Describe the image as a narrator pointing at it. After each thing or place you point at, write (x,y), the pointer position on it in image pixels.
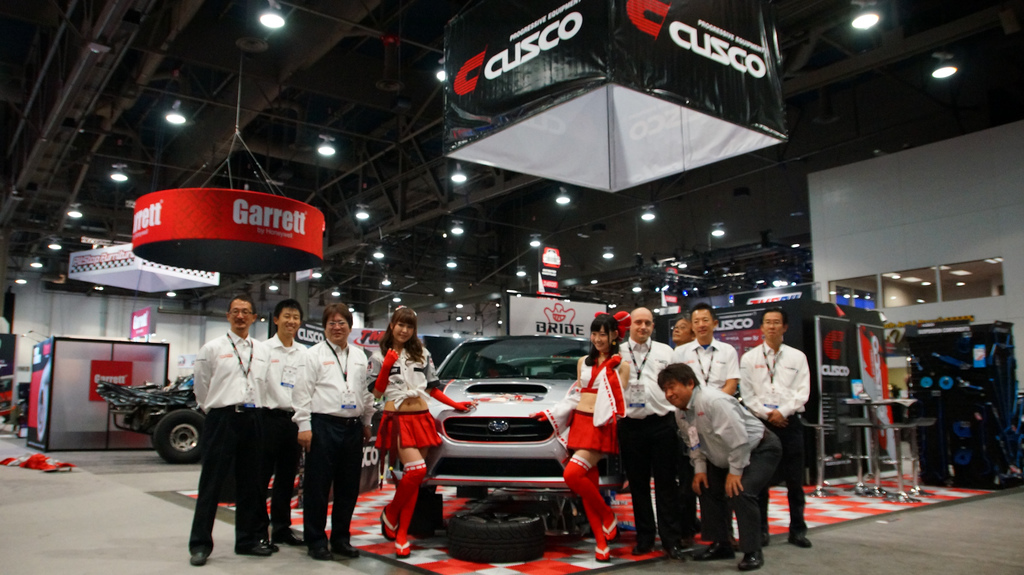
In this picture we can see the beams (373,0), lights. In this picture we can see boards (634,71) with some information (91,270). We can see the people (791,433) are standing and giving a pose. We can see the vehicles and few objects (818,490). At the bottom portion of the picture (652,555) we can see the floor (1004,567).
